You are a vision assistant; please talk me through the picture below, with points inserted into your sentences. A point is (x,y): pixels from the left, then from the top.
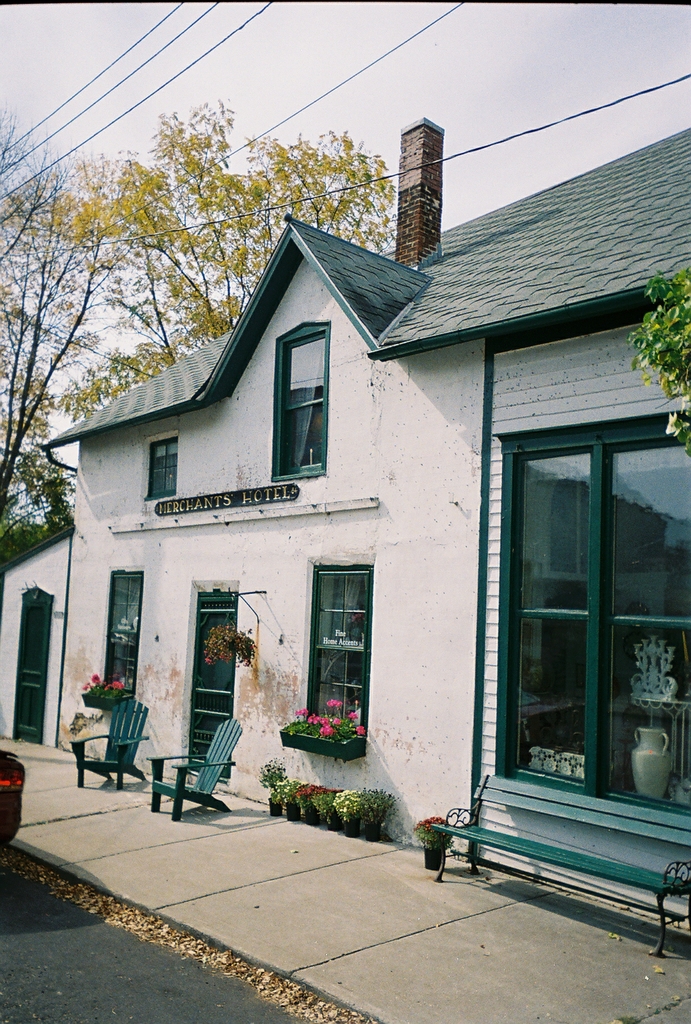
In this image in the middle (324,511) there is a house (353,587), windows (329,625), door (202,659), chairs (121,742), glass (638,558), bench (560,858), house plant (350,804), trees (228,317), roof (347,285), chimney (400,230), road (87,971) and sky (472,66).
